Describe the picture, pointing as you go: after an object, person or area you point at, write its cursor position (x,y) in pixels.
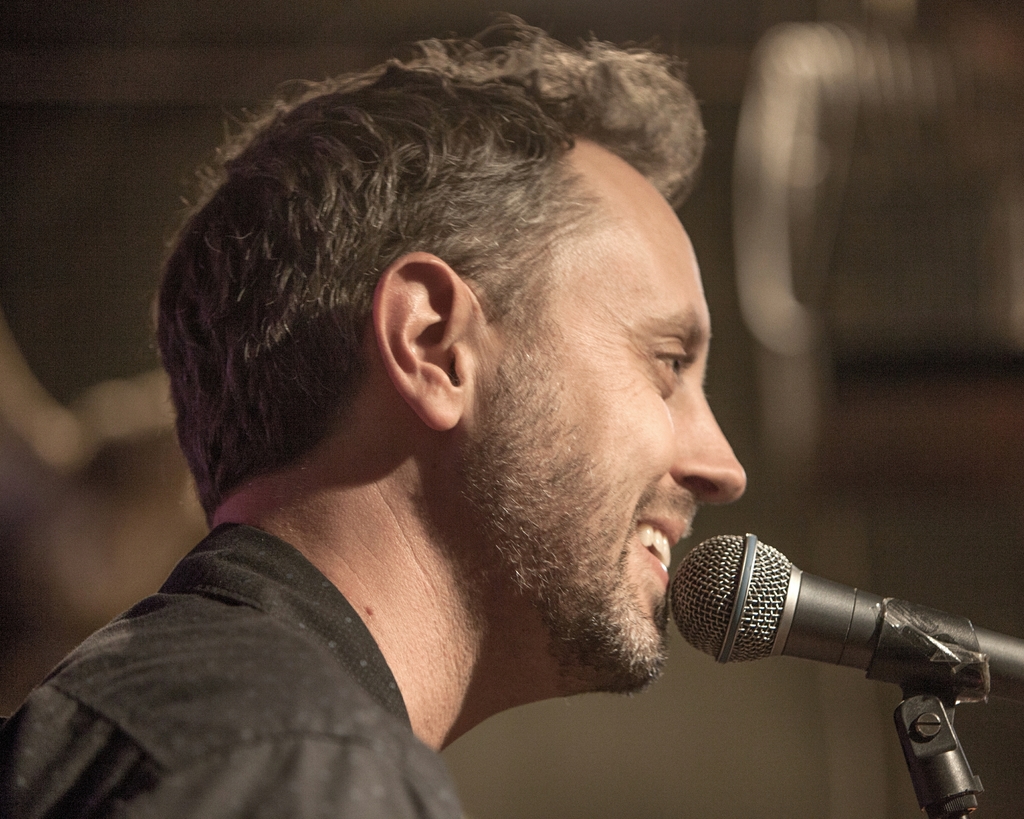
In this image the man (471,470) is smiling. There is a mic (808,593).
